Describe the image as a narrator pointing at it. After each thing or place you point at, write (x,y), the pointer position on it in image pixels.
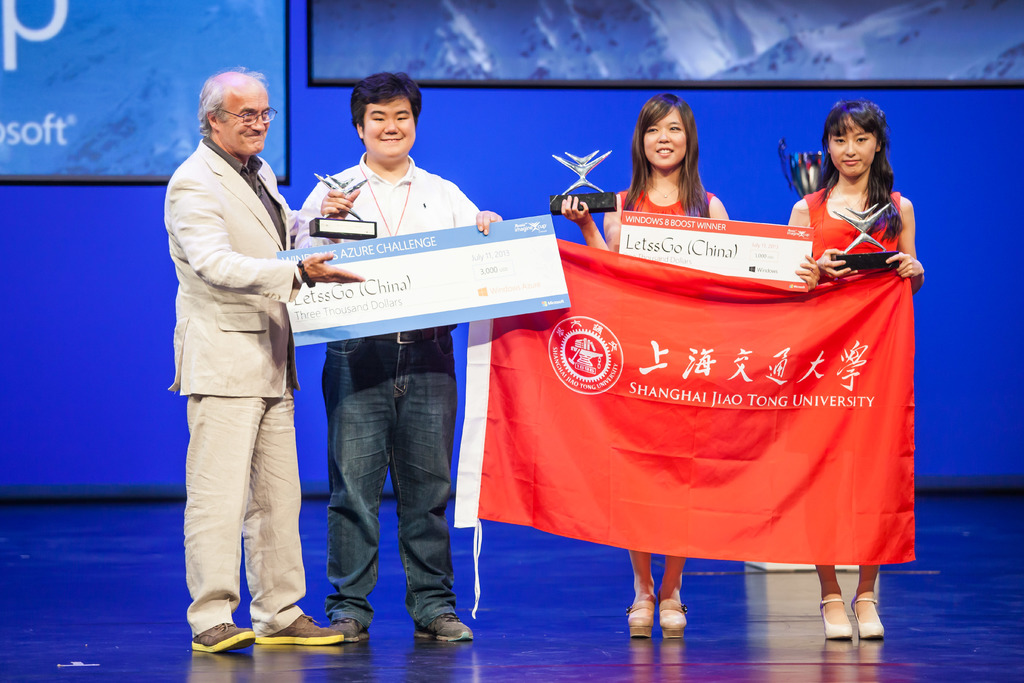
Here in this picture we can see four people (795,206) standing on a stage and they are carrying awards (325,223) in their hands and cheques (500,275) and also carrying a flag (497,515) in their hand (921,274) and all of them are smiling and behind them we can see a digital screen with something projected on it.
